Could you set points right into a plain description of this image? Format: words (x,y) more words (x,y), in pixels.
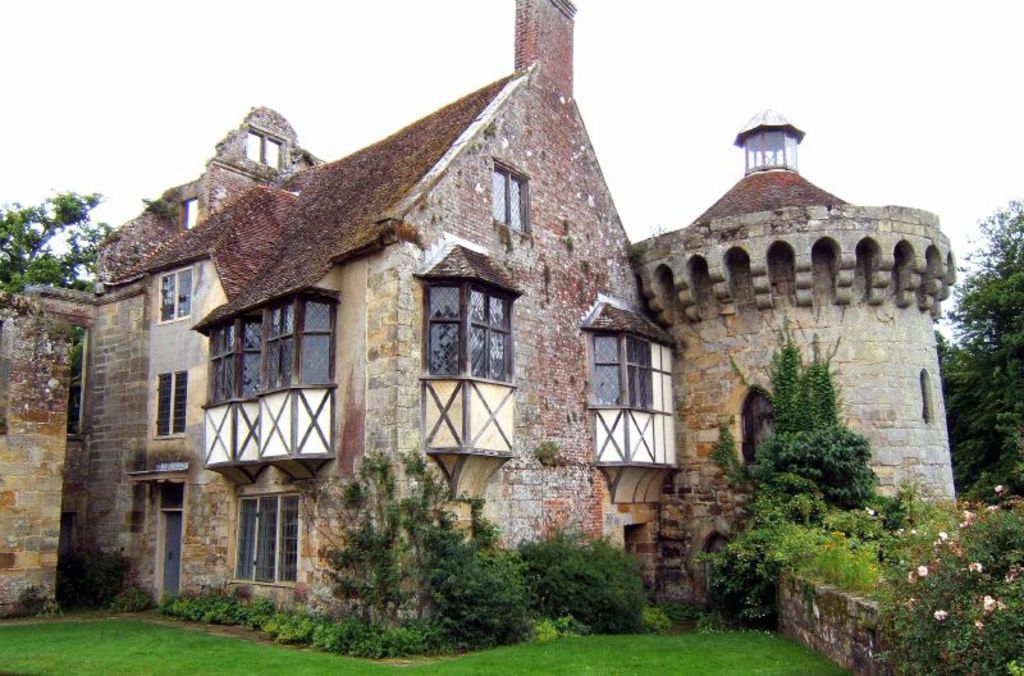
In this picture I can see a building (263,177) and few trees (963,366) and I can see few flowers (958,545) to the tree (968,596) and few plants (321,624) and grass (349,659) on the ground (56,627) and a cloudy sky (269,9).
